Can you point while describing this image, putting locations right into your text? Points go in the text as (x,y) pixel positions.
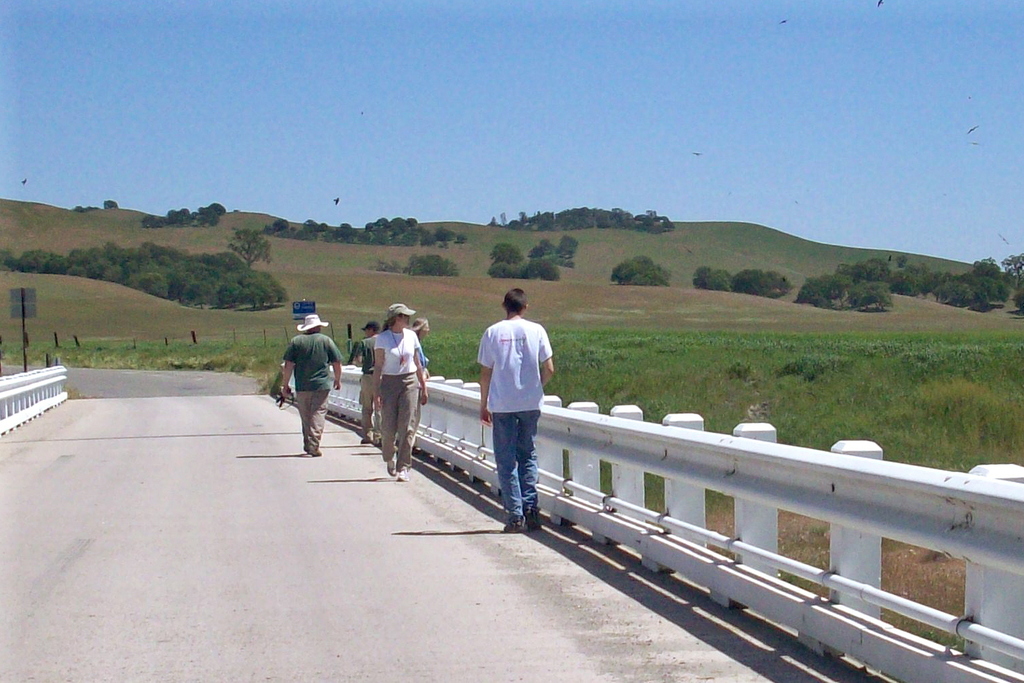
In this picture we can see few people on the bridge (351,559) and in the background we can see trees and the sky (6,53).
